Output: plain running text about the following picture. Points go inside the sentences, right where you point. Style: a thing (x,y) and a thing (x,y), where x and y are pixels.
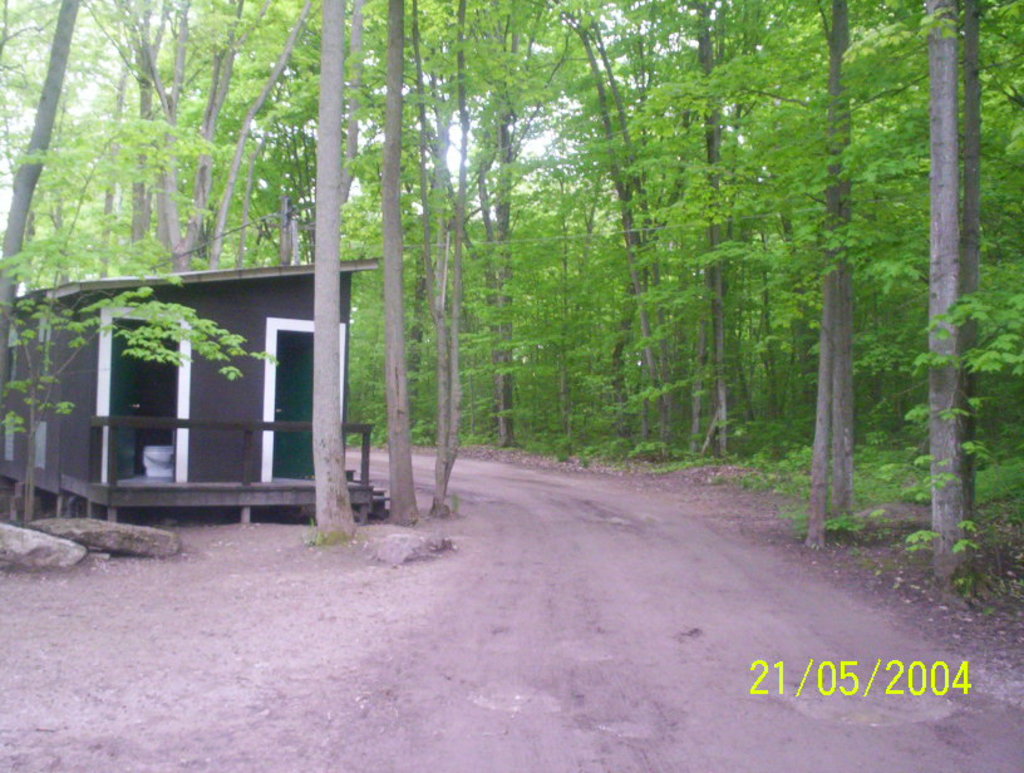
In this image we can see a house (233,471) with roof (269,270) and doors (282,415). We can also see some stones (143,536), a pathway (383,626), a group of trees (725,358), the bark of the trees (564,374) and the sky (517,128) which looks cloudy.
